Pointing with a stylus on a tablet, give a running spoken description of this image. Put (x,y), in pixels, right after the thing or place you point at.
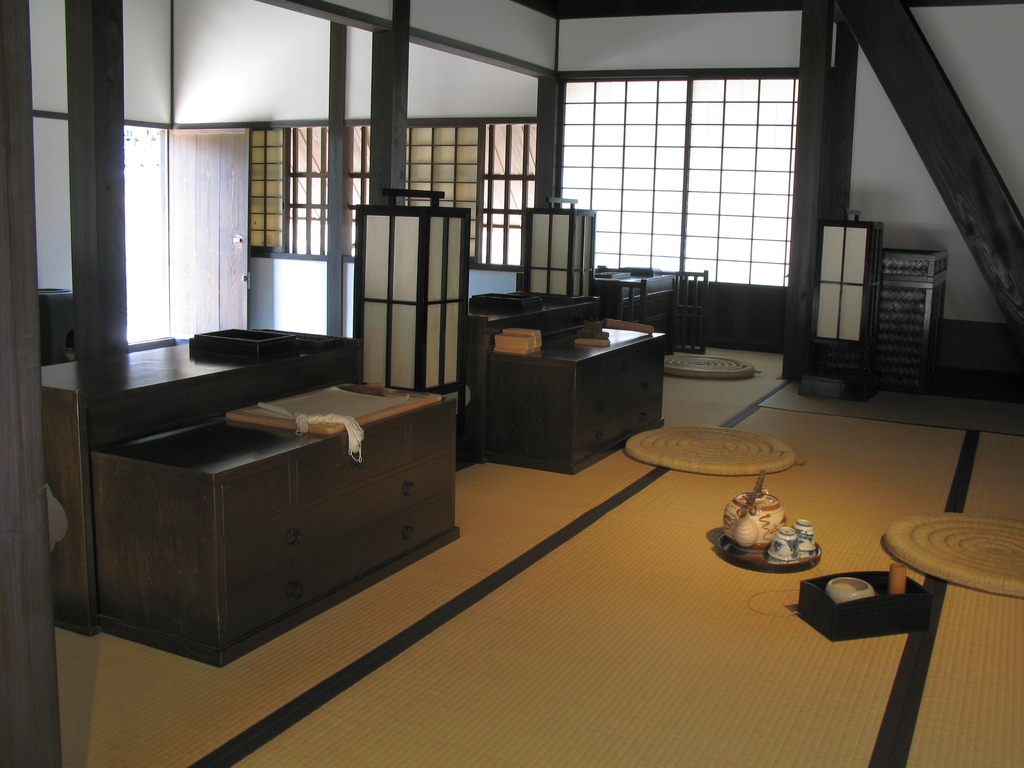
In this picture I can see there is a kettle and there are glasses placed on the floor (871,638) and there are few mats (902,545). There is some furniture (364,451) and there is a door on to left (189,263) and there is a window (633,195) on to right (697,194).
